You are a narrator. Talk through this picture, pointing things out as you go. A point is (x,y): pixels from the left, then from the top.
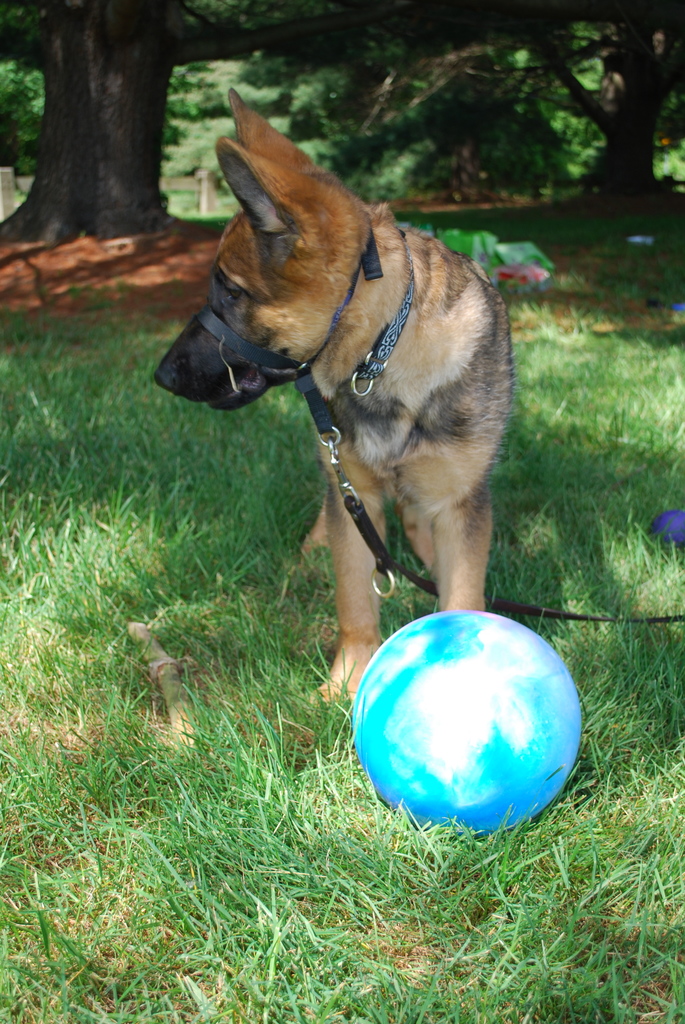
In this image in the front (272,879) there's grass (328,948) on the ground (133,299). In the center (351,619) there is a ball (511,739) on the ground (288,766) and there is a dog (383,398) standing. In the background (368,88) there are trees (434,46) and there are objects (483,245) on the ground (553,230) and there is a black colour rope (347,506) which is tied to the dog (337,347).
